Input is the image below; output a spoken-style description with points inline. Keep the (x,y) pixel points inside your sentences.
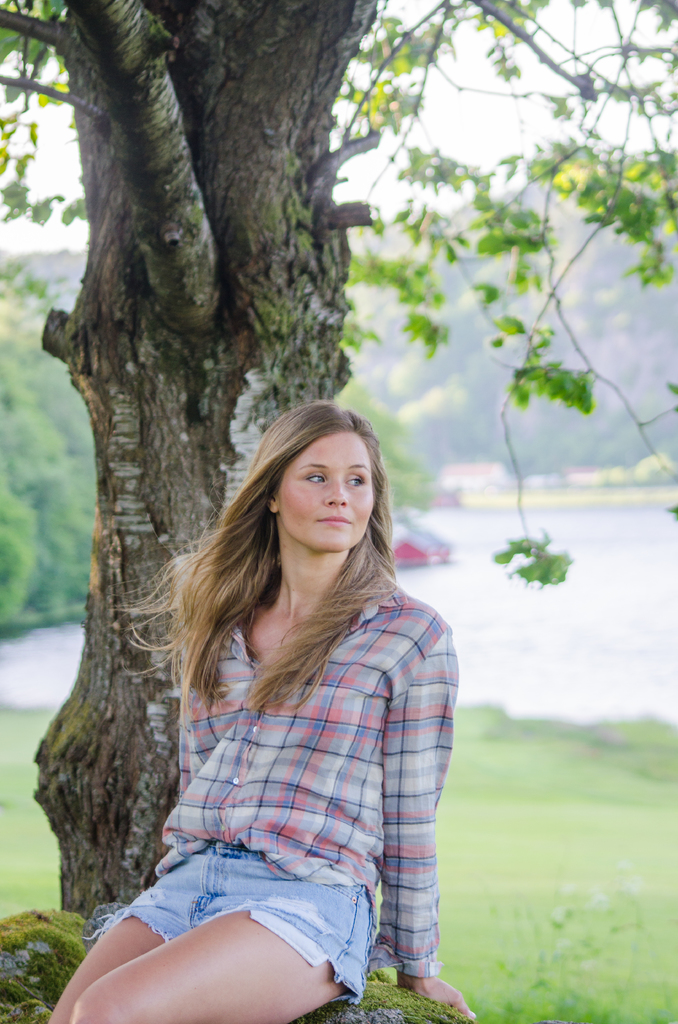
As we can see in the image there is grass (501,801), water (549,625) and a woman (352,664) sitting on rock (389,995). There are trees (443,300) and at the top (527,97) there is sky (519,91).
